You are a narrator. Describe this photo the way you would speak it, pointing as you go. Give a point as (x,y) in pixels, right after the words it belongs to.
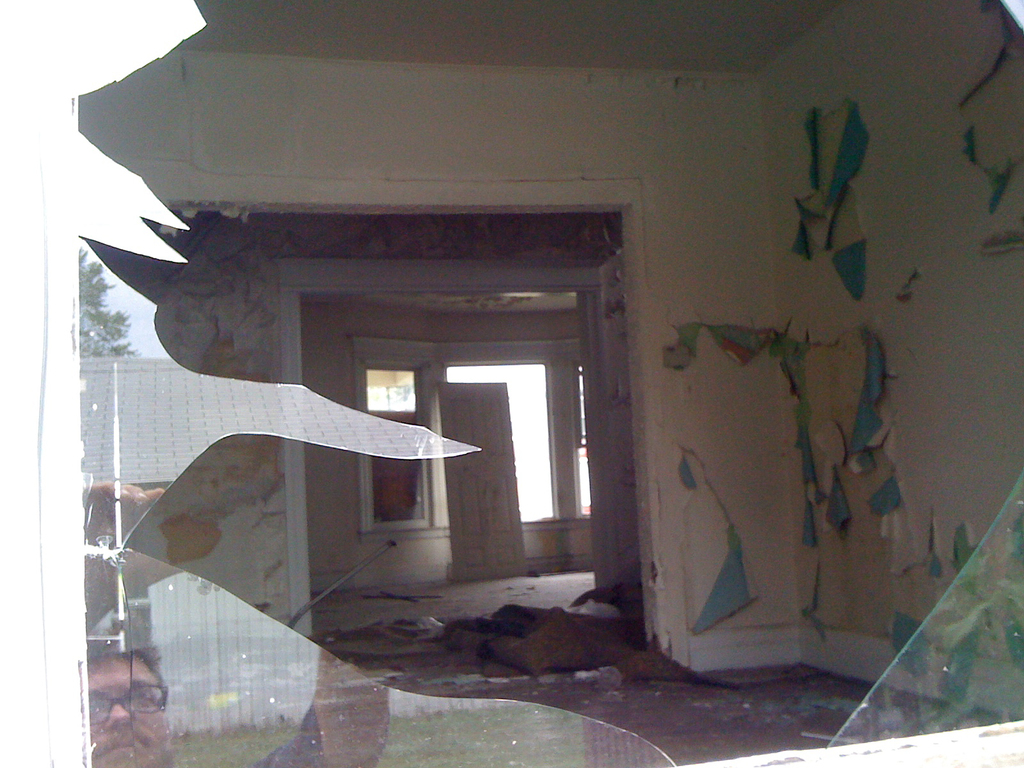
In the image we can see the broken window glass (269,675) and on the glass (264,695) we can see the reflection (164,747) of a man (112,683), wearing clothes (371,719) and spectacles (102,695). Here we can see the wall (904,304) and the window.
